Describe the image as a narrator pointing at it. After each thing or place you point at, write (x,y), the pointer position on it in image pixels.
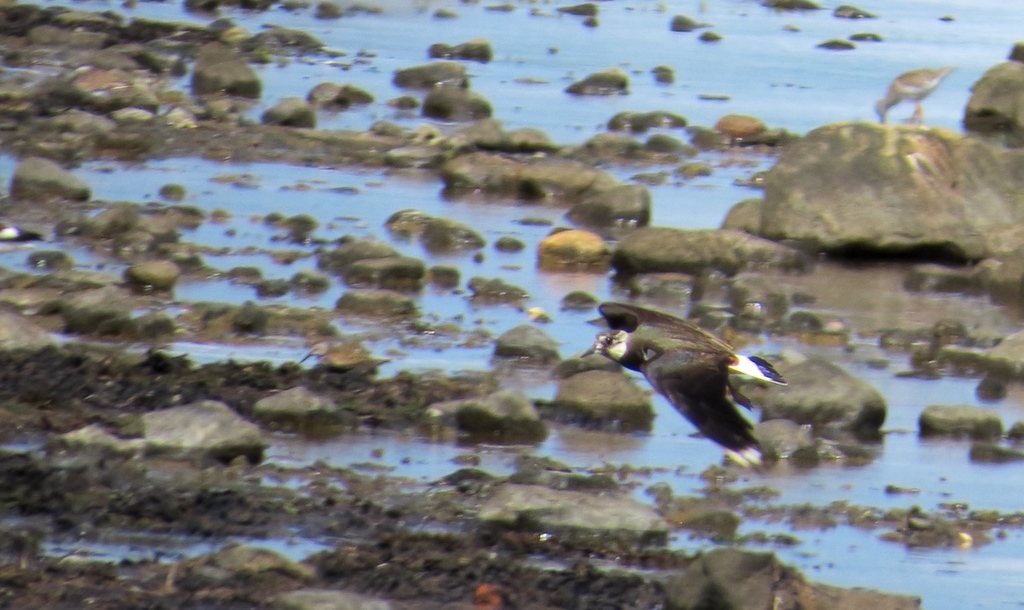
In the image we can see there is a bird (673,375) flying in the sky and there is water (517,16), mud (336,479) and rocks (429,228) on the ground (466,509).
